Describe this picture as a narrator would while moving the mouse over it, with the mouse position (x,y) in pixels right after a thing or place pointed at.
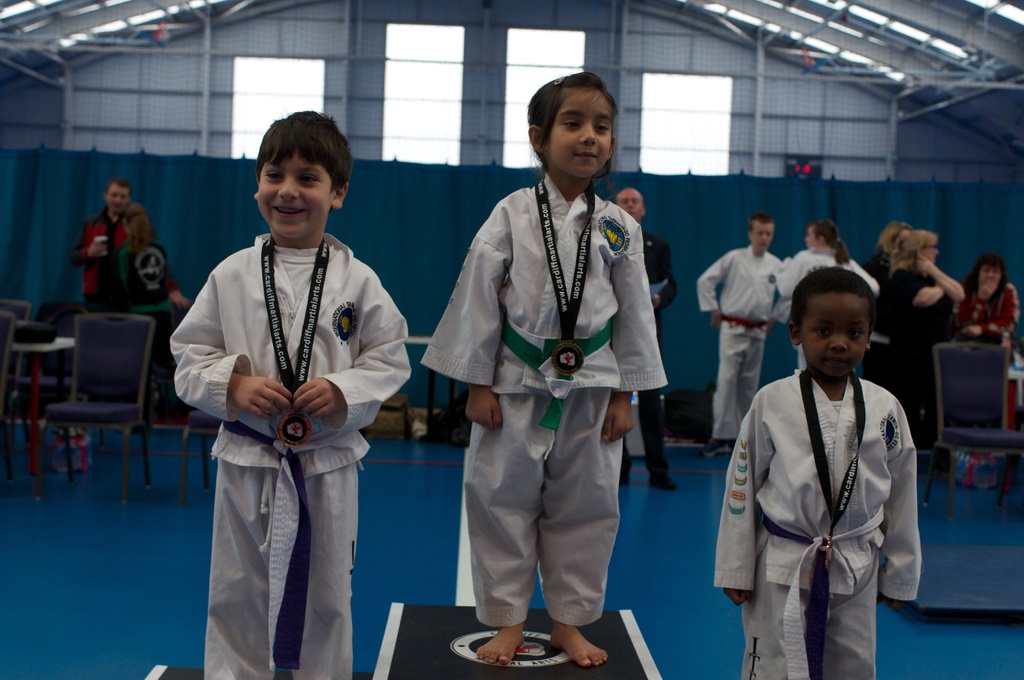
In this image we can see three kids (598,516) wearing white color dress (512,414) standing on block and in the background of the image (74,365) there are some persons (631,202) standing, there are some chairs (109,391), tables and there is a wall (525,147).
